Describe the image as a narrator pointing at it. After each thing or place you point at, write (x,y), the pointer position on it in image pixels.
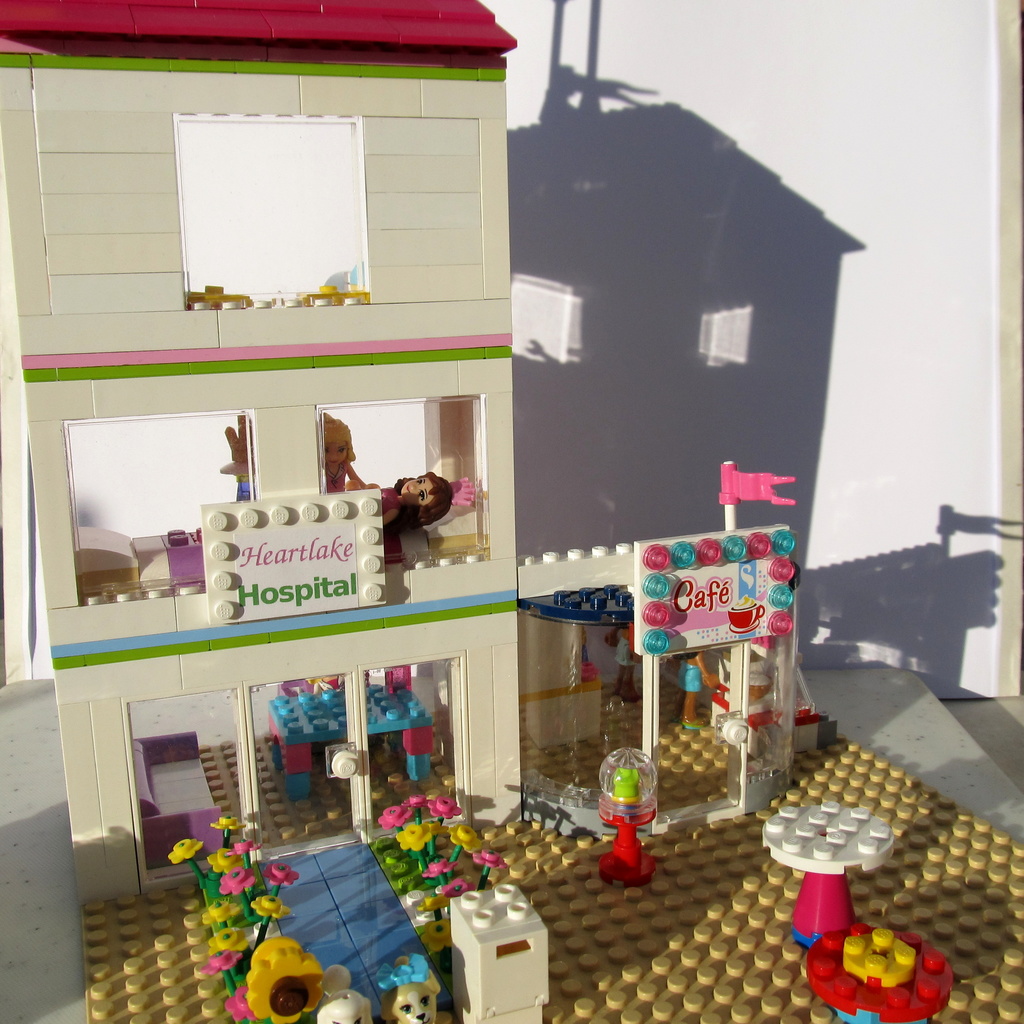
In this picture we can see a building (236,761), toys (625,784), tables (276,758), flowers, flag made of Lego (314,673).
